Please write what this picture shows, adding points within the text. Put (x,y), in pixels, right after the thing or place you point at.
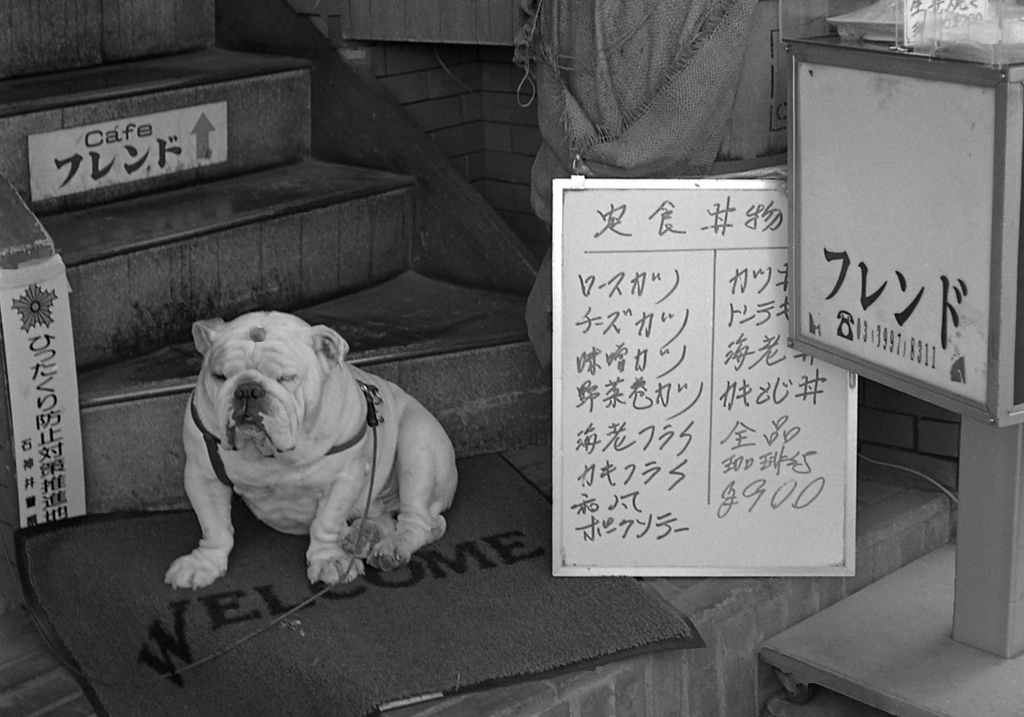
In this image in the center (394,396) there is a dog (325,456) sitting on the mat (118,657) and in the background (242,243) there are steps (263,127), there is a wall (494,82) and there are boards (744,268) with some text (748,265) written on it and there is an object (664,112) which is grey in colour.
